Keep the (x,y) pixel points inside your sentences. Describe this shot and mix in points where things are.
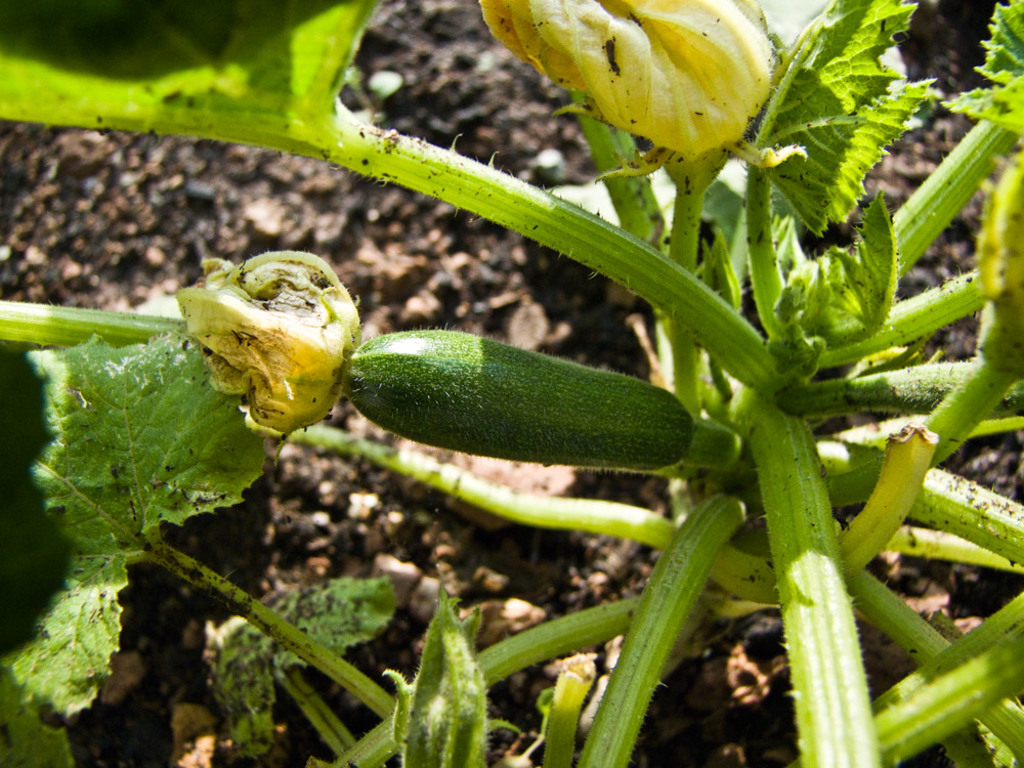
As we can see in the image there is a plant (795,250) and a vegetable (546,405).
